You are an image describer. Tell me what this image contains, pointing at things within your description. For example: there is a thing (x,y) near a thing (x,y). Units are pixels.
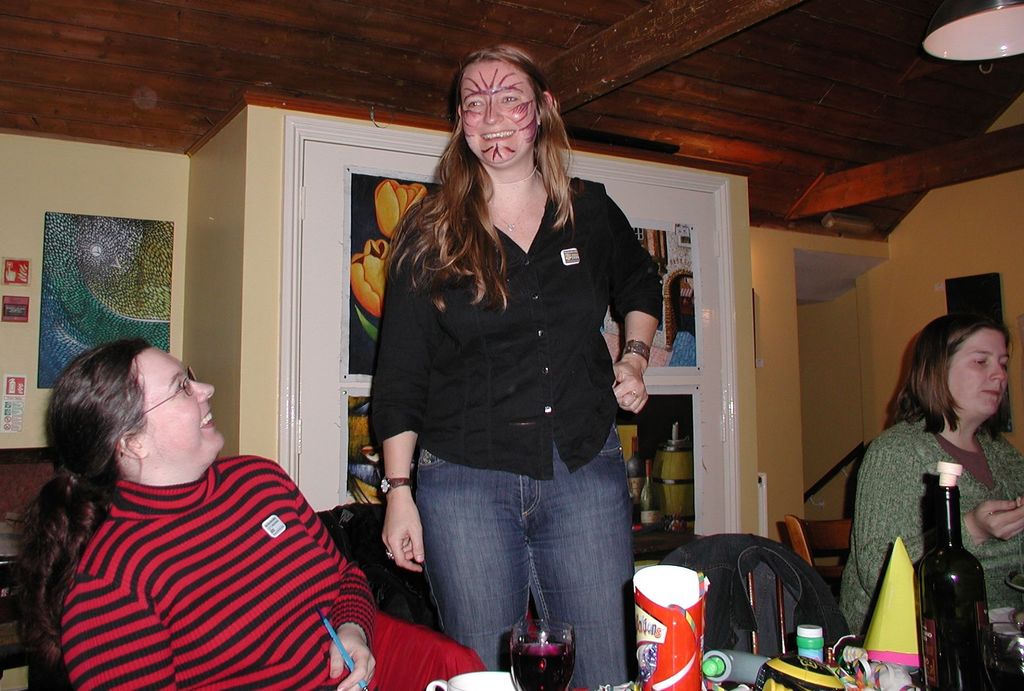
These two persons (962,452) are sitting on a chair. This person (556,557) is standing and holding a smile (500,139). A posters (119,310) on wall (259,267). On this table (709,665) there is a bottle (942,645) and things (847,654). This cupboard (718,429) is filled with things (672,495).
